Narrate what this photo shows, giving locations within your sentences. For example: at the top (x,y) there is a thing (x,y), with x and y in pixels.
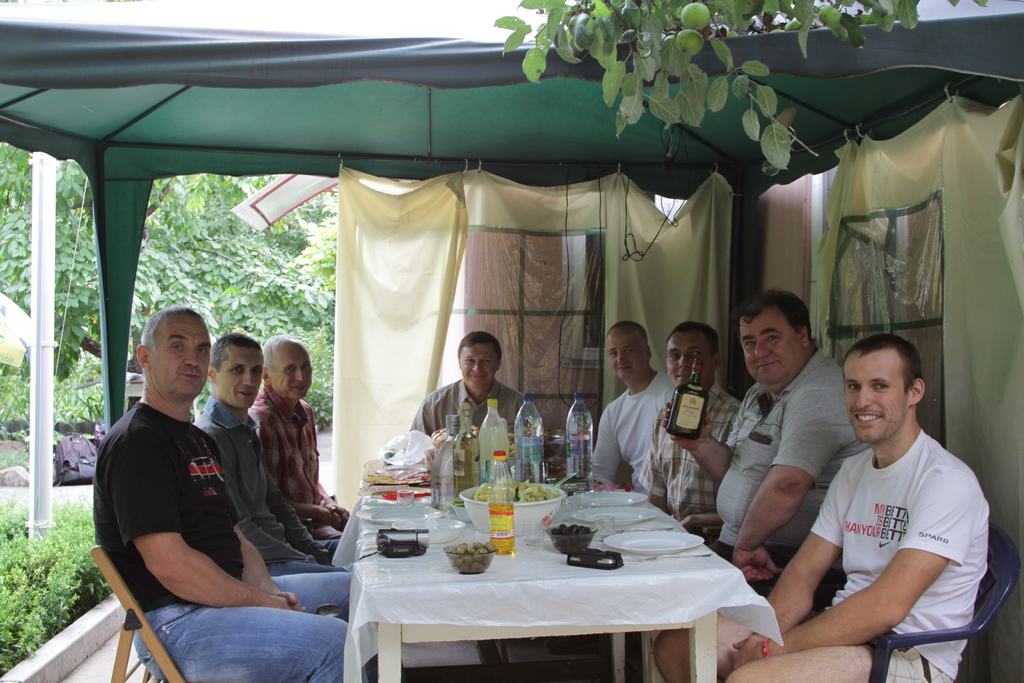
This picture shows a group of people (756,661) with a smile on their faces (785,361) and a table (387,595) on the table (416,488) We can see water bottles (582,405), a bowl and plates (651,540). They are seated under a tent (9,56) and it is surrounded by trees (57,202).
